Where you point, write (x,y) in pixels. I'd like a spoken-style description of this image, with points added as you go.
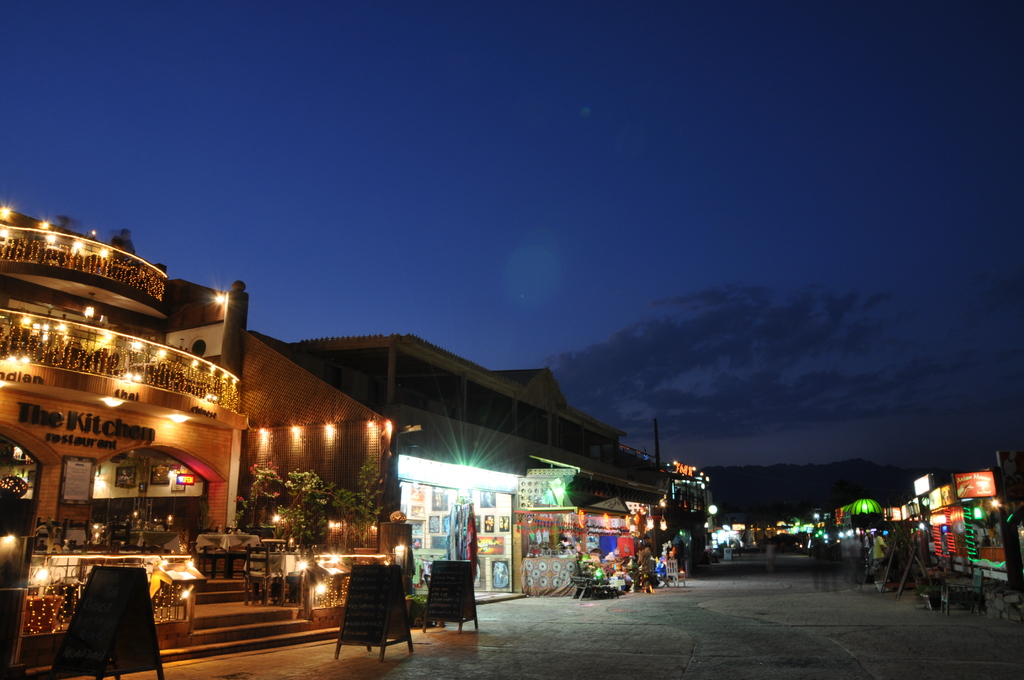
In this image we can see the shops (125,442). And we can see some stalls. And we can see some objects (562,486) in the shop (593,508). And we can see the hill (753,505). And we can see the sky (749,460). And we can see the wooden boards (112,606) with some text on it.
